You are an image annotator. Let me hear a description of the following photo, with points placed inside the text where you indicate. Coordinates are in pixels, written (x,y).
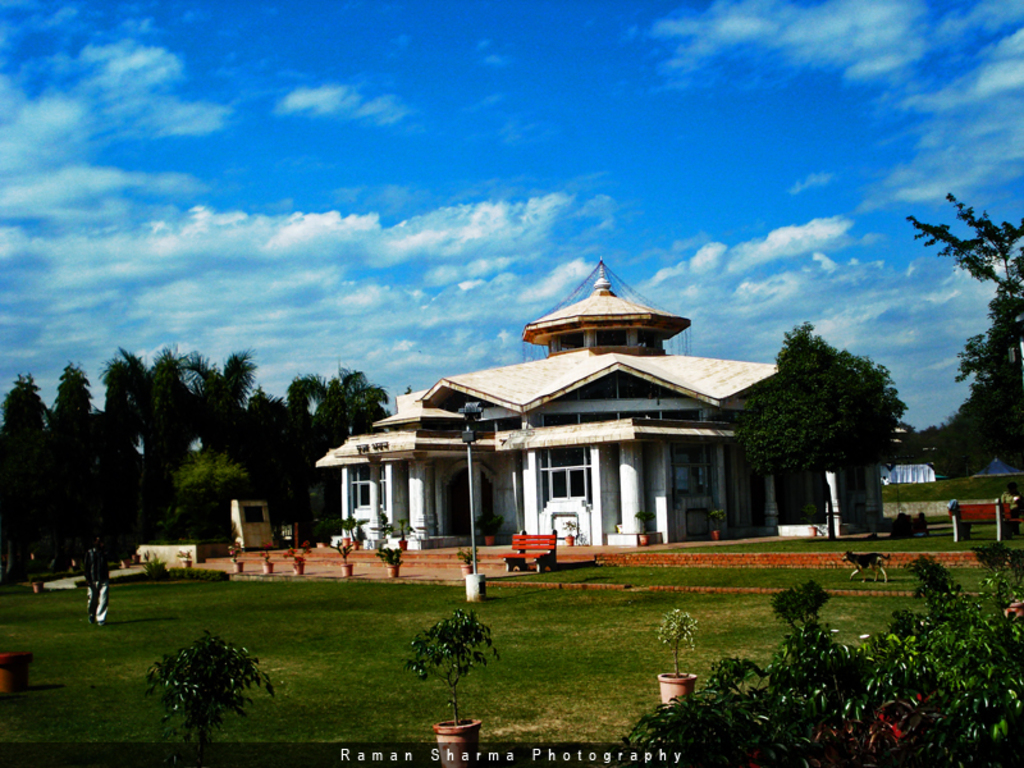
In this picture there is a beautiful house (541,376) with roof tile (684,377) and dome (613,315). In the front (405,587) bottom side there is a grass lawn (530,689) and some plants (449,732). On the right corner (865,657) there are some plants (906,651). In the background (827,444) we can see some trees (314,442). On the top (433,117) there is a sky (585,214) and clouds (285,246).
